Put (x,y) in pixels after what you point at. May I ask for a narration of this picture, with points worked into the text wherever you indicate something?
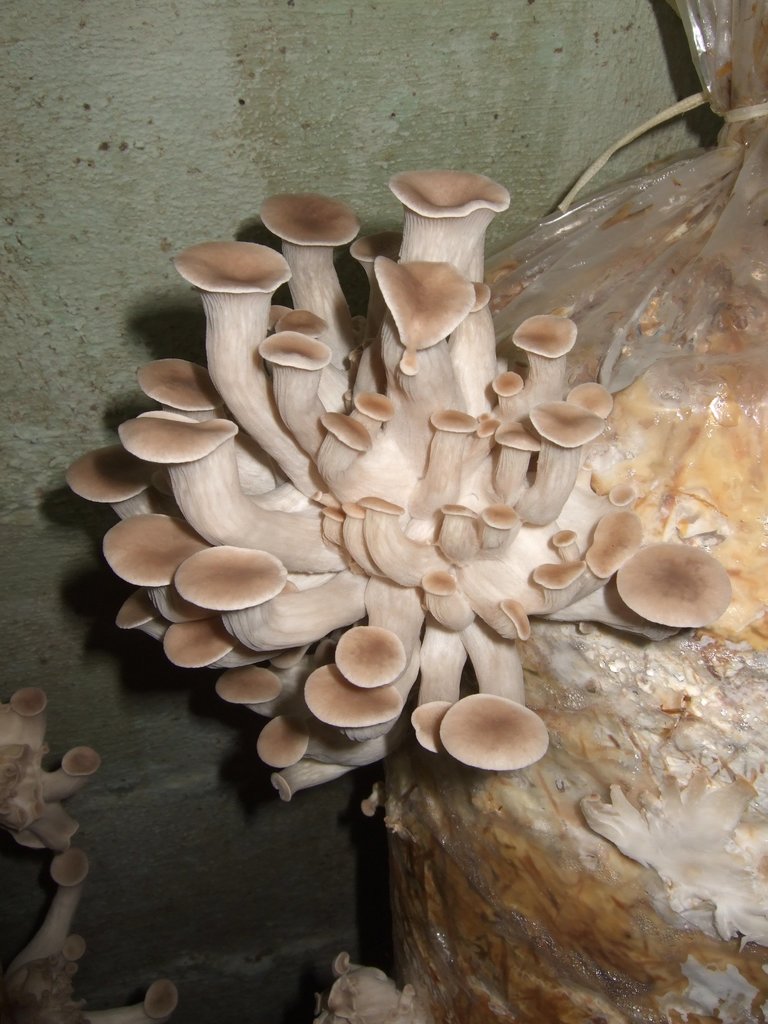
In this image we can see the mushrooms (397,537). We can also see a cover (682,651) and a wall (40,875).
